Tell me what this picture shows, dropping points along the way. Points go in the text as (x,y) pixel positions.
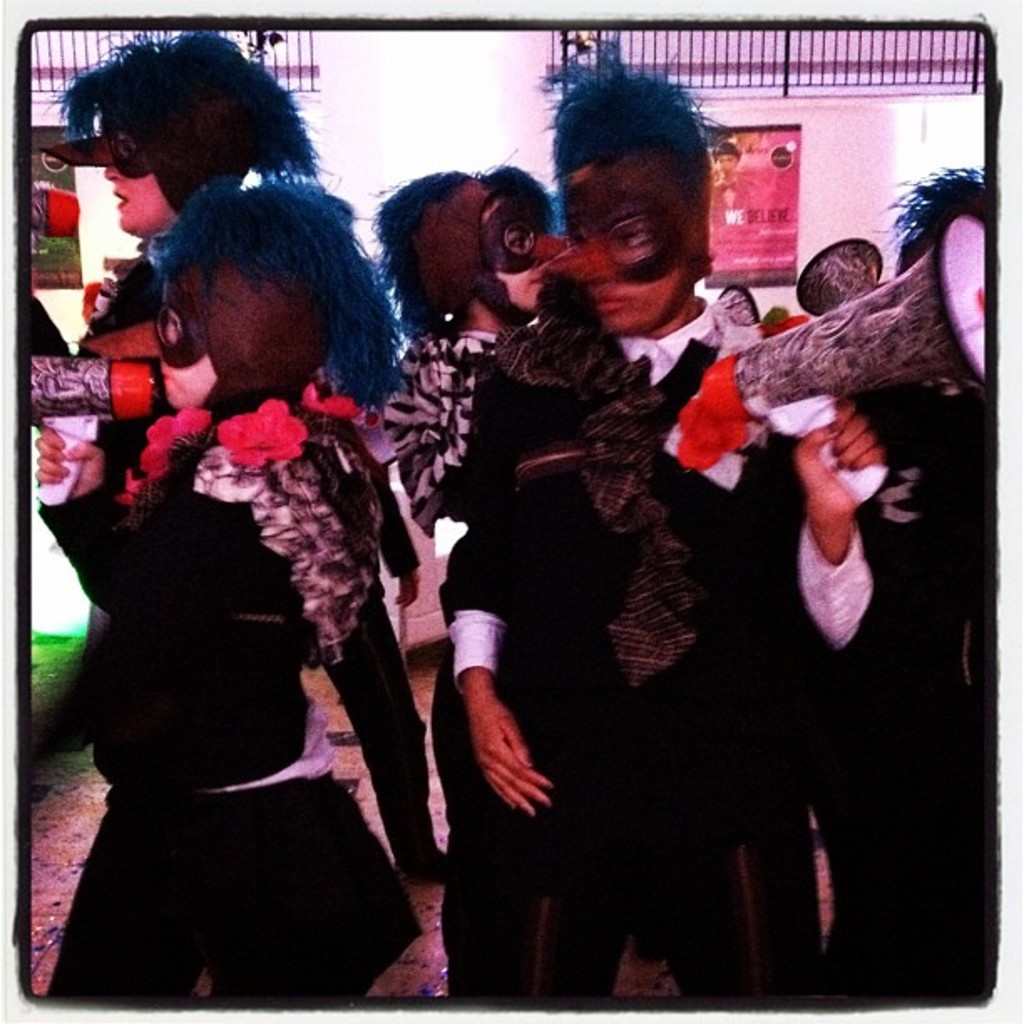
In this image I can see the group of people (411,739) with different color dresses (355,697). I can see these people (121,489) are holding the megaphones (733,294). In the background (752,251) I can see the posters (727,258) to the wall (366,112). I can also see the railing (641,29) in the back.
